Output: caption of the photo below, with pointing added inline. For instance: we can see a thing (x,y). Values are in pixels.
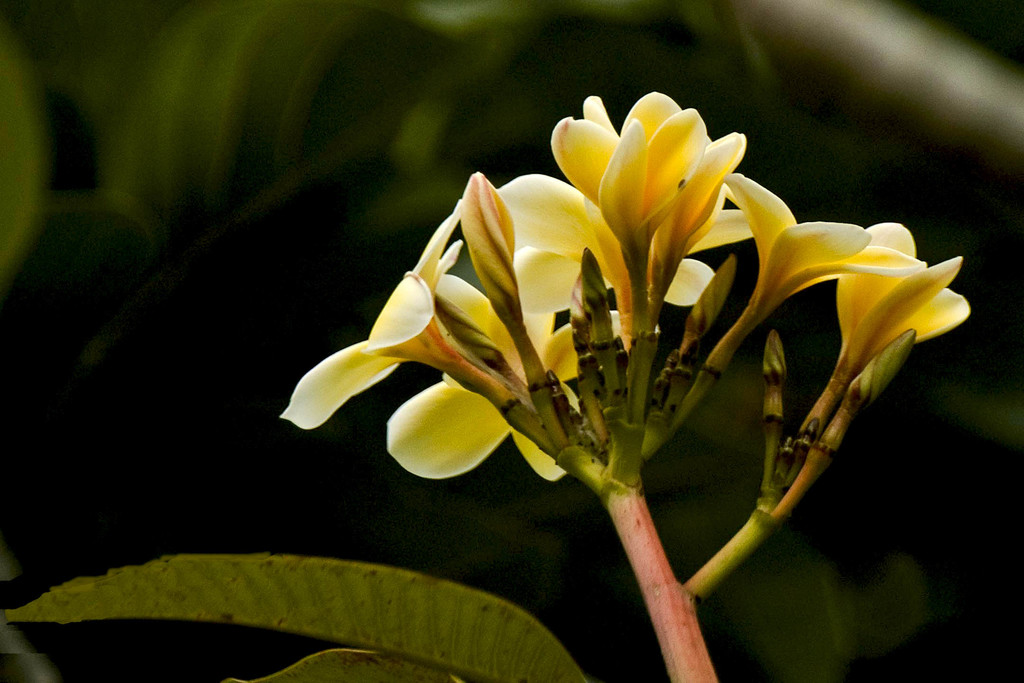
In this image I can see a part of a plant (580,321) along with the flowers (686,252), buds (492,230) and leaves (307,613). The background (908,464) is blurred.
